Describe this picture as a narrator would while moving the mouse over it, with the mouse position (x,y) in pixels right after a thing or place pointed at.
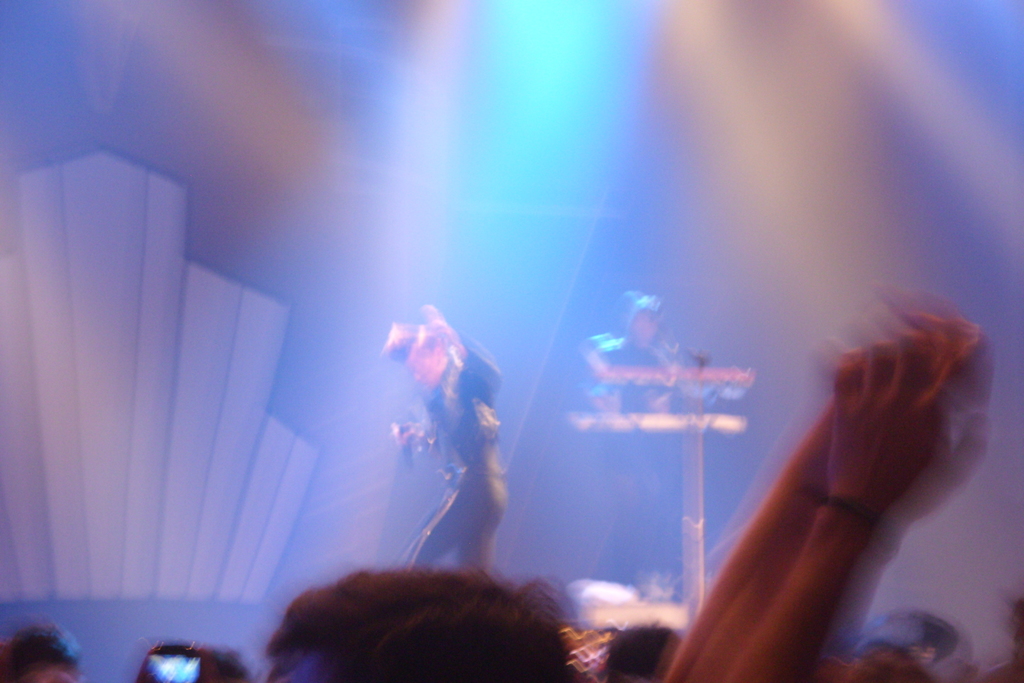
In this picture there is a person (484,412) wearing black dress (489,398) is standing and holding a mic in his hand (401,434) and there is another person (633,355) behind him and there are few audience (520,630) in front of them.
